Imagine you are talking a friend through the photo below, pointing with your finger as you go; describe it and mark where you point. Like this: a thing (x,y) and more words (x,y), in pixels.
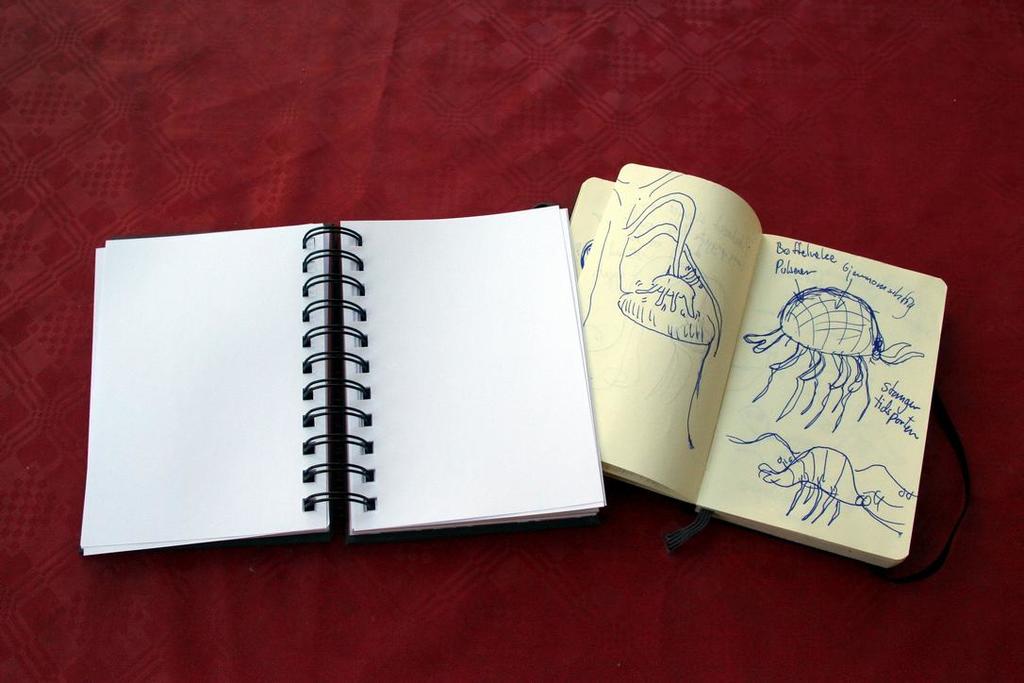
In this image there are two notebooks (345,354) on the maroon color cloth (293,168).
